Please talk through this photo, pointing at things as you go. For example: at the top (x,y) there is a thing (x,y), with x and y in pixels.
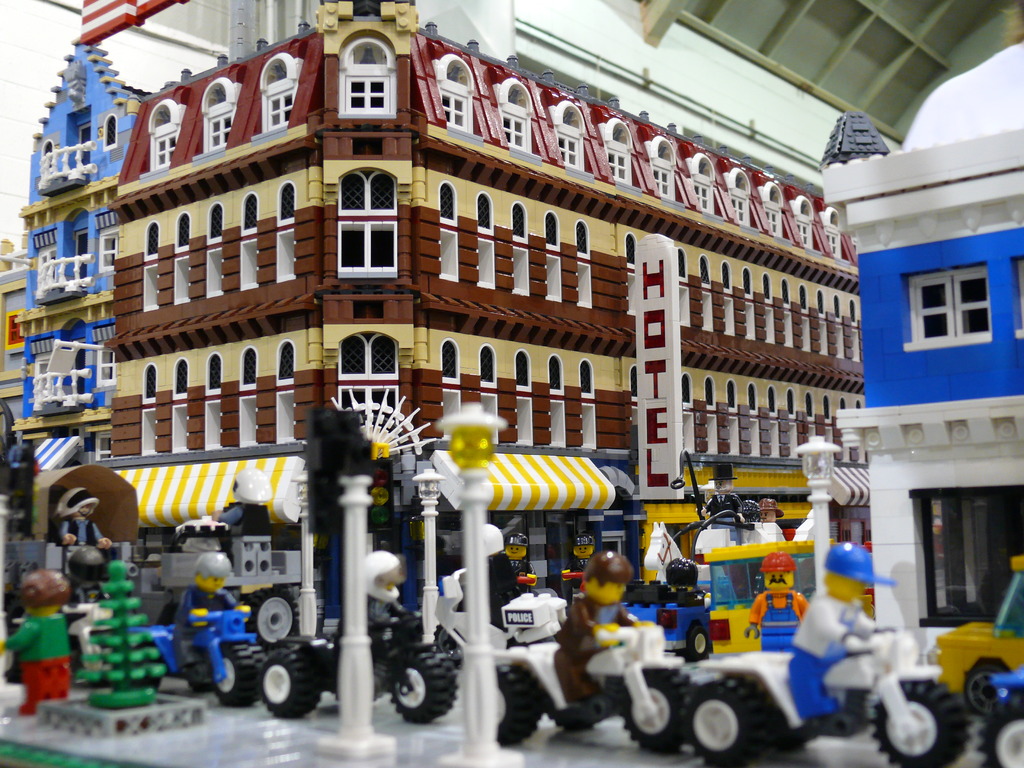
In this image we can see depictions of buildings (508,105), vehicles (419,709) and peoples (382,583).
